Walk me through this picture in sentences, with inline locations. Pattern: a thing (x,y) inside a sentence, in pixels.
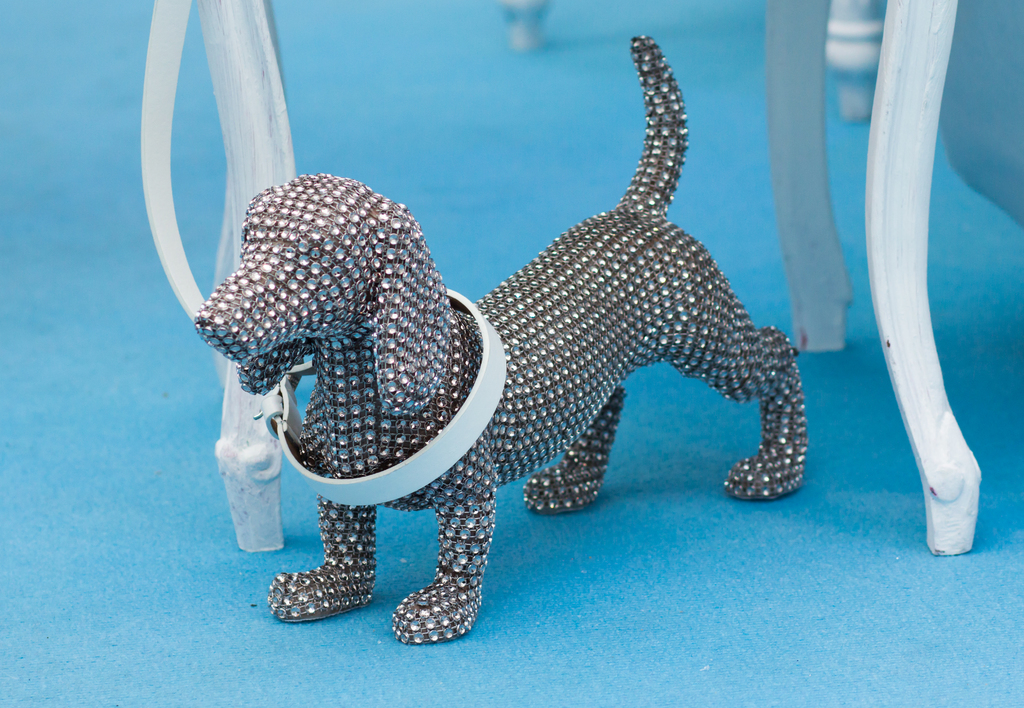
In this image I can see a toy dog (290,298), background (237,72) i can see chair (249,76) in white color and blue color carpet (54,143).
